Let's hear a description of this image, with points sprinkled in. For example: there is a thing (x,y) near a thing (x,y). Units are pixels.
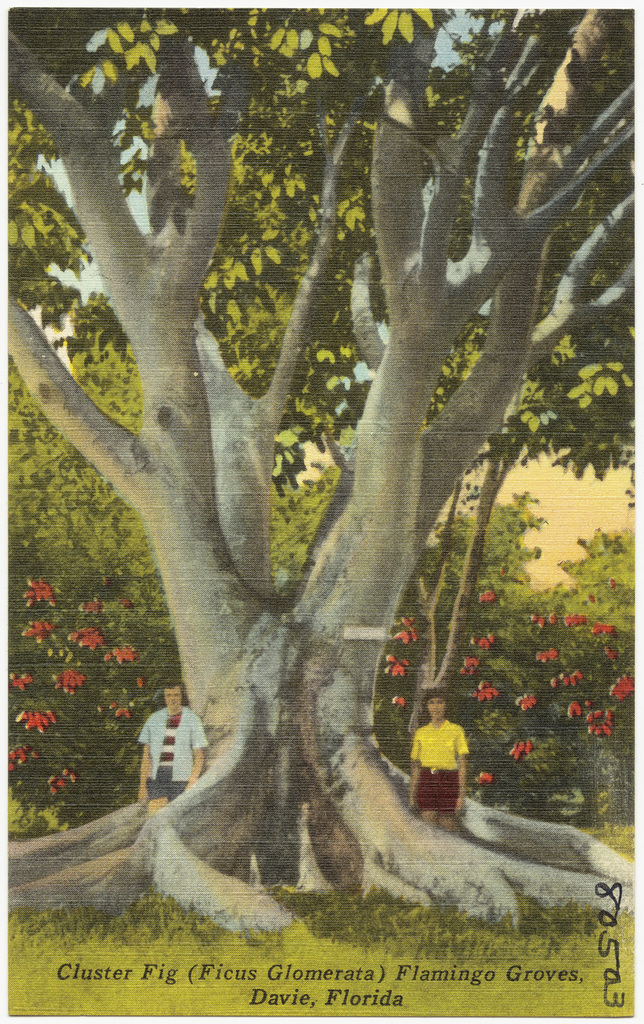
This is the animated pic on the bottom (349,986) there is grass (305,985). In the middle (367,590), there is a tree (235,601) and on either side to the tree (288,789) there is a man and a woman (441,761) standing. In the background (614,601), there are trees (121,663) and the sky (579,509).
